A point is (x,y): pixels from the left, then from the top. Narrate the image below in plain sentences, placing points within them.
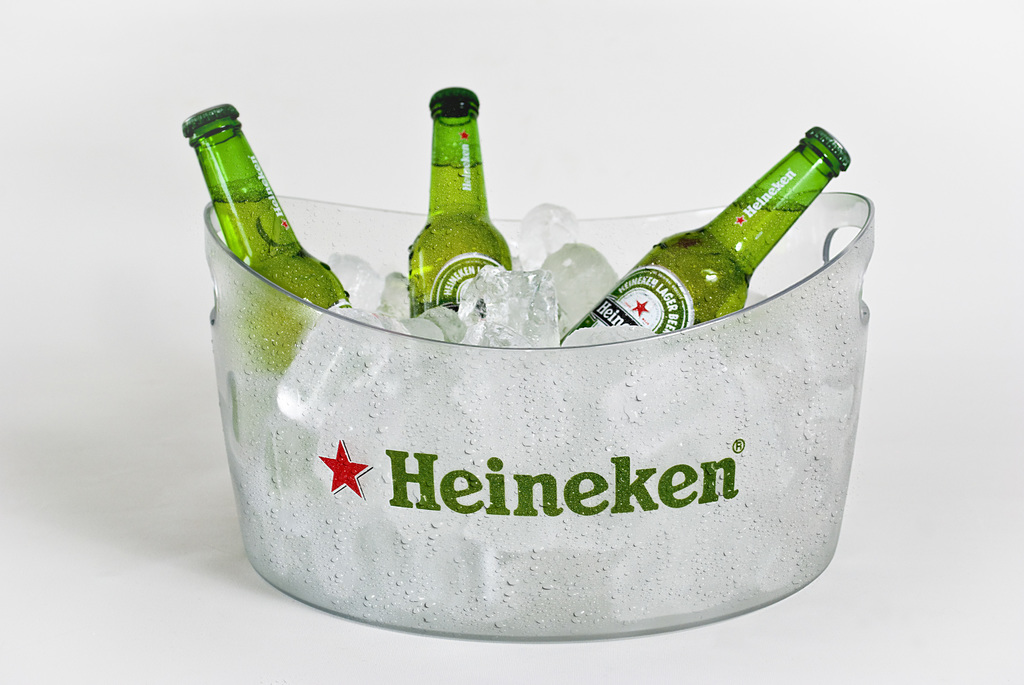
In this image I see 3 bottles (239,230) and ice (424,336) in this bowl (348,207), I can also see it is written Heineken and a star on this.
